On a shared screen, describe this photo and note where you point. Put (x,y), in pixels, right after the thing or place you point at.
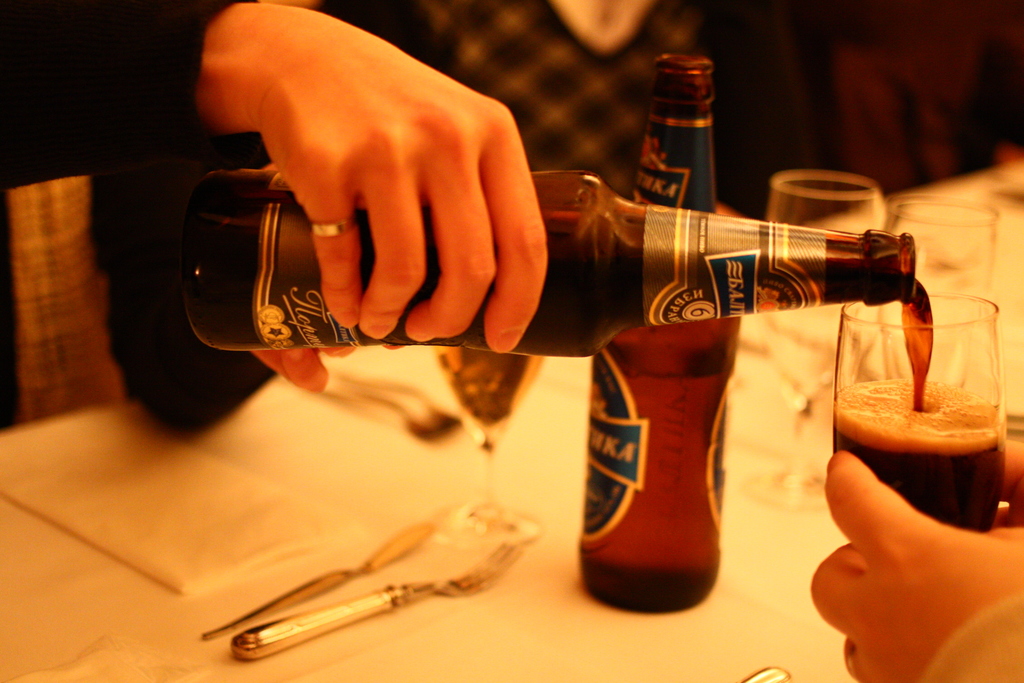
In the center of the image (559,306) we can see glass tumblers (945,426) and beverage bottles (721,255). In the foreground (300,53) we can see person (218,139) holding beverage bottle (637,233).
